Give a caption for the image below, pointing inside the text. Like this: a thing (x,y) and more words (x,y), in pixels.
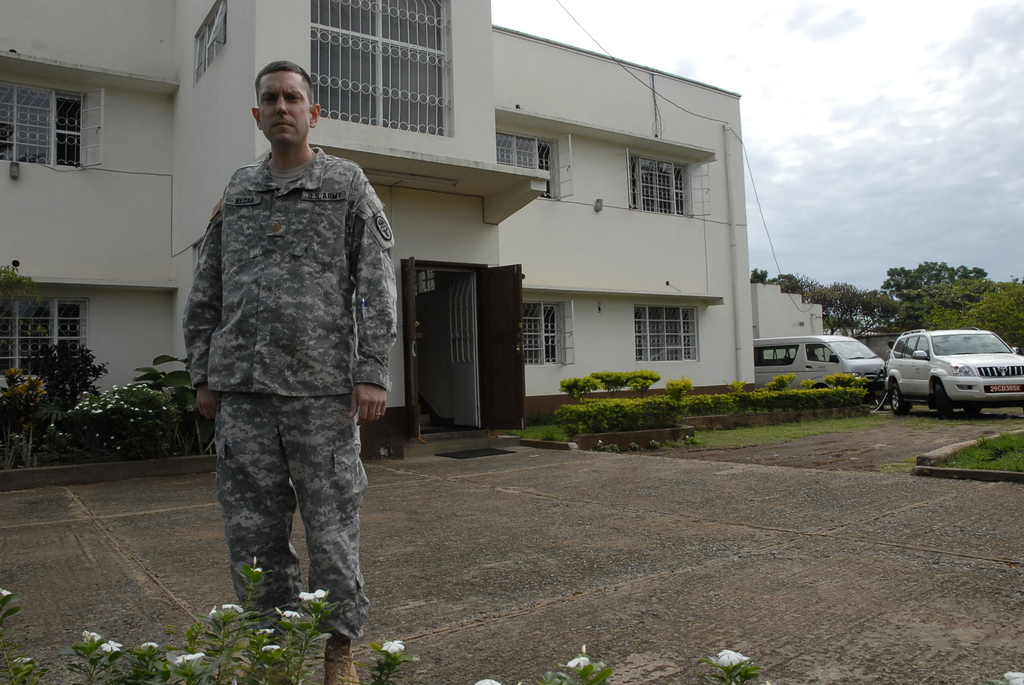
In this image in the center (358,448) there is one person (285,380) who is standing, and in the background (177,192) there is a house (140,263). On the right side (829,371) there are two cars (859,371) and trees (923,316), and also there are some plants (762,401) and grass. At the bottom (201,627) there are some plants (247,635) and flowers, on the left side (127,406) also there are some plants (134,404) and flowers (171,410).
